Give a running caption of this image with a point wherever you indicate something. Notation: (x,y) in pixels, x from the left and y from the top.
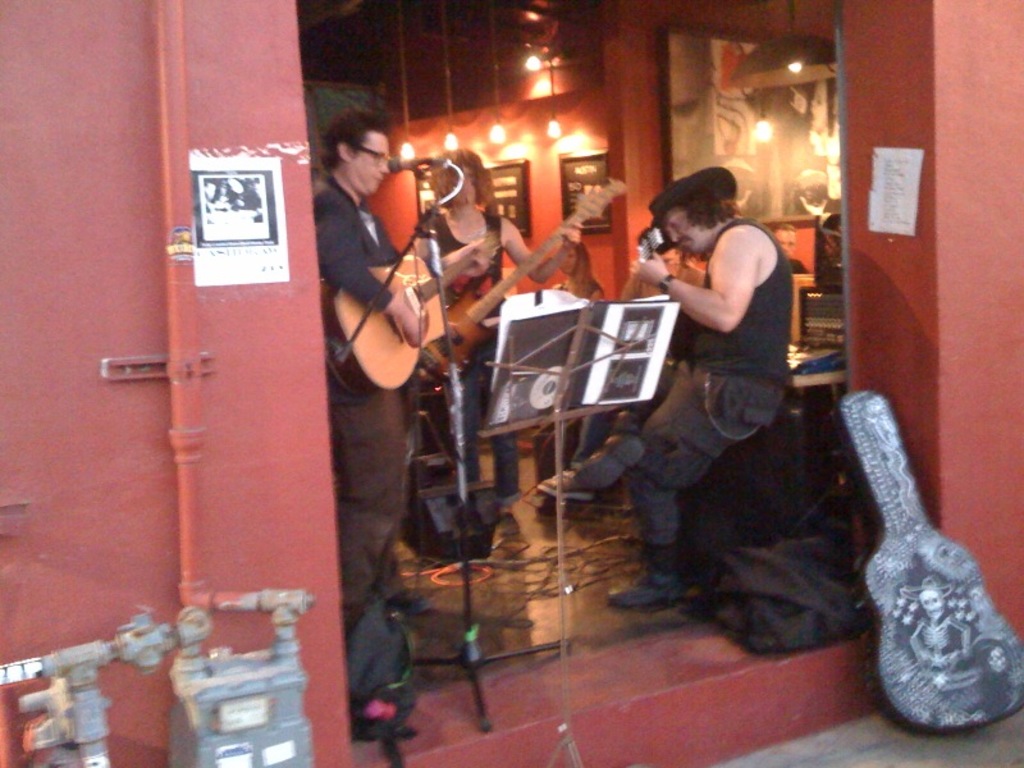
On the left side of the image (193,498) there is a wall (269,456), pipes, ash color objects (132,633) and a few other objects (369,713). In the center of the image (439,289), there is a wall (537,230), guitars (453,335), lights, photo frames (597,170), stands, boards (598,160), papers (573,384), one microphone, one table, few people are standing, few people (763,399) are sitting, few people (745,252) are holding musical instruments (378,351) and a few other objects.
